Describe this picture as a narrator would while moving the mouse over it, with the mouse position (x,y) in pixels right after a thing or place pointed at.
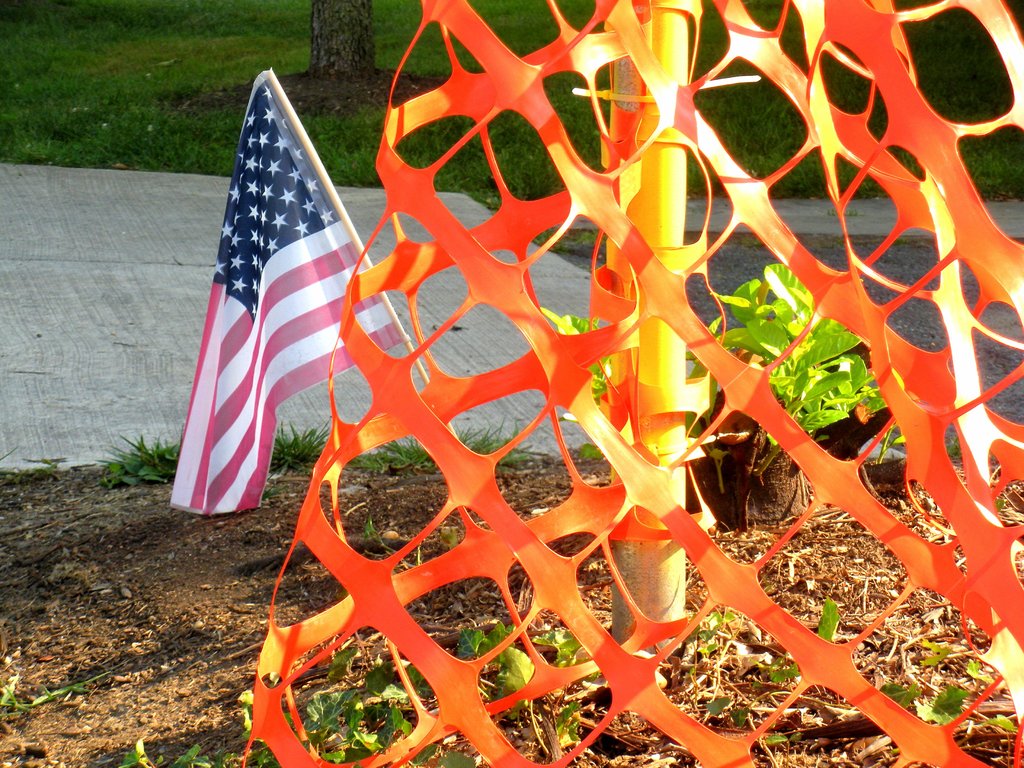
In front of the picture, we see a pole (658,565) and an orange color fence (668,536) which is used for the protection. At the bottom (243,608), we see the soil (370,630), herbs (559,656) and a stump (802,503). Beside that, we see a flag (355,261) in white, red and blue color. On the left side (154,174), we see the path (101,295). In the background (435,39), we see the grass (92,110) and the stem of the tree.
